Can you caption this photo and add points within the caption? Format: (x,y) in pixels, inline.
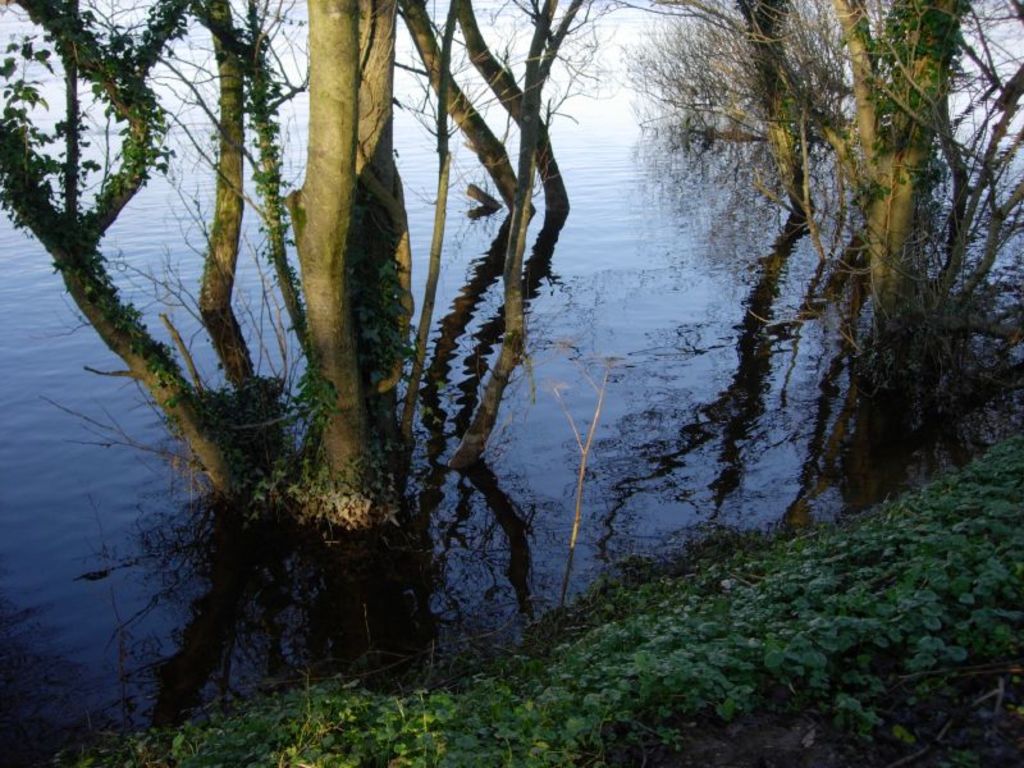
At the bottom (724,619) there are plants (696,670). In the center of the picture (579,356) there are trees (492,376) and a water body (555,436). In the background (601,41) there is water (613,179).
